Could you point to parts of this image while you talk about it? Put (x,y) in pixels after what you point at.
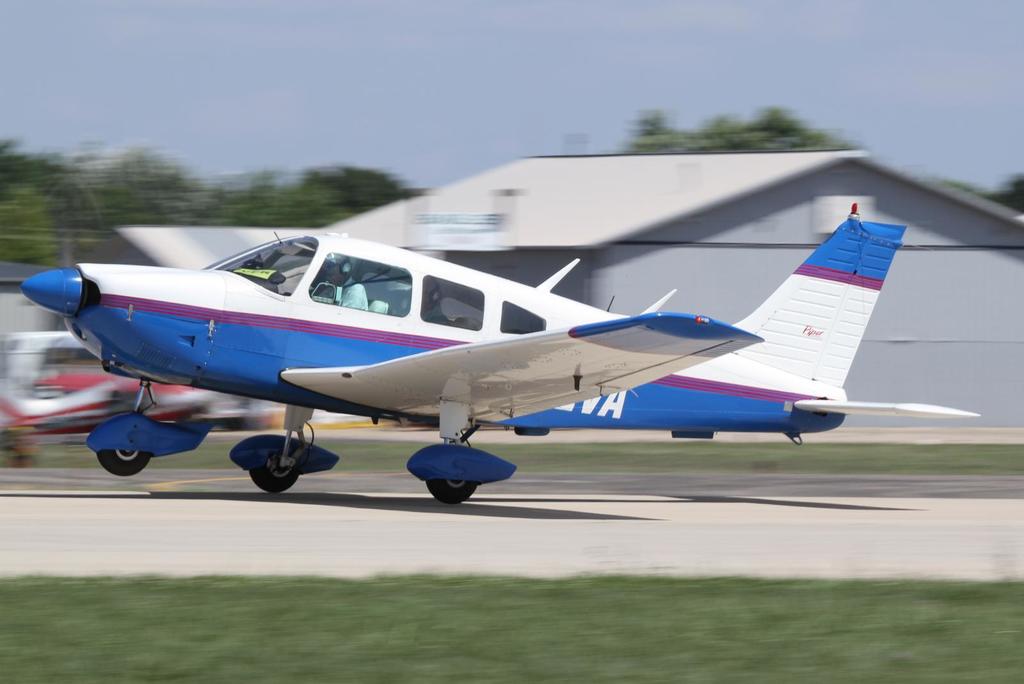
In this image there is an airplane (371,359) on a runway (187,547), in the background (849,169) there is a shed (873,194), trees (273,197) and the sky (782,52) and it is blurred, in the foreground (595,612) there is grass (747,681).
